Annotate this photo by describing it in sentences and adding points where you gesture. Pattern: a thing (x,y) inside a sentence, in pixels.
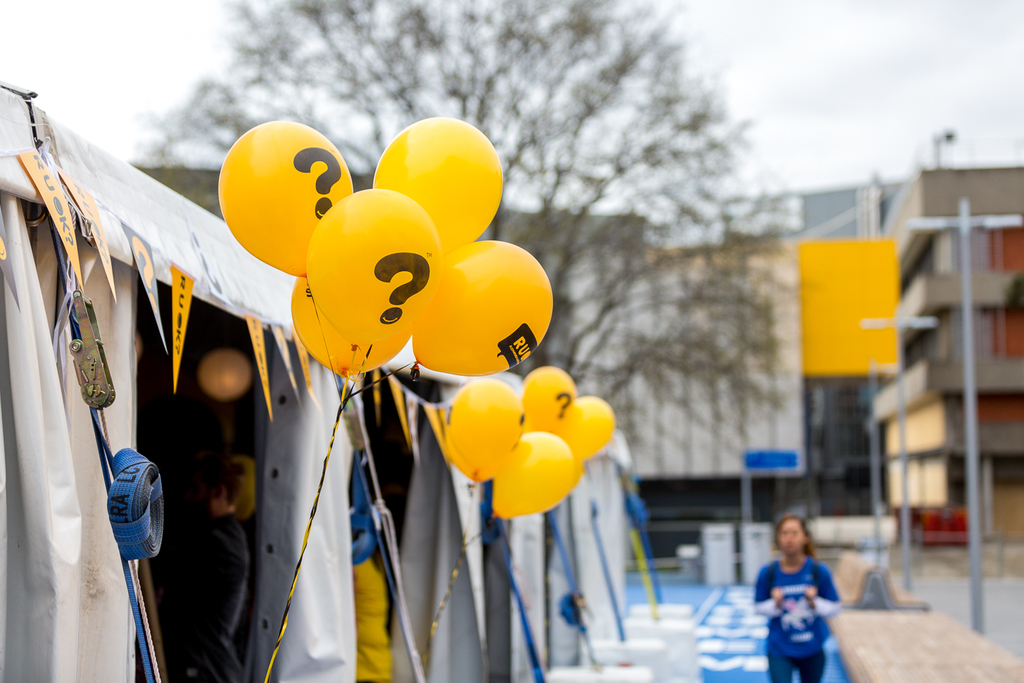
In this image, we can see tents (118,268), flags (190,278), balloons (482,317), ropes (130,529), stands (651,621) and we can see a person (802,595) standing and wearing a bag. In the background (650,362), there are buildings (788,491), poles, boards (760,462) and there is a tree (647,258).
